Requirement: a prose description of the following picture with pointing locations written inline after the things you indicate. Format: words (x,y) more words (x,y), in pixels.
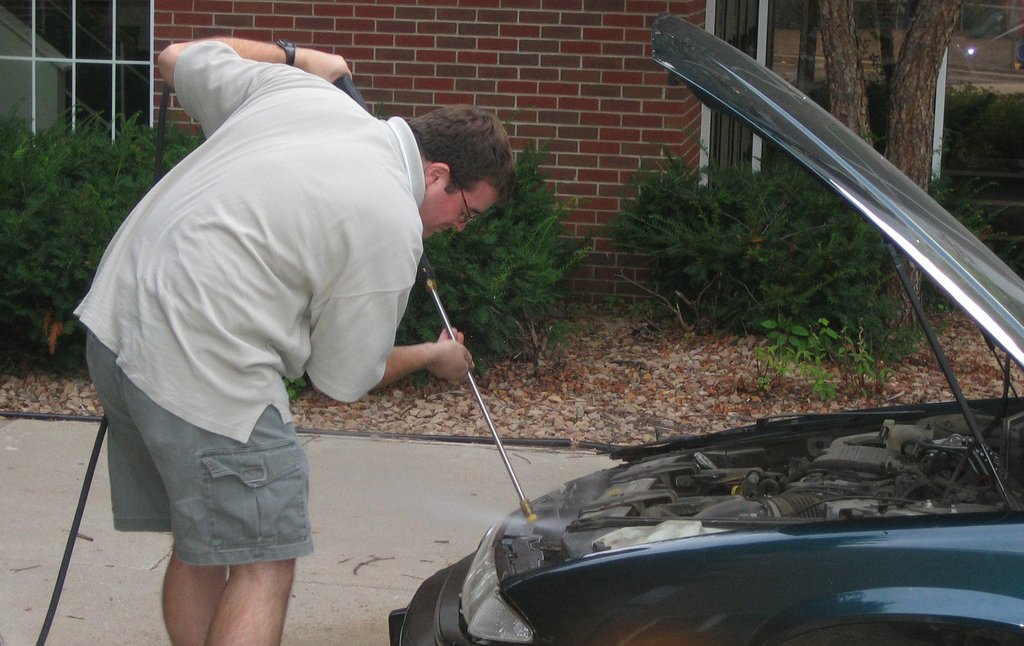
On the left side (265,366), there is a person (289,207) in a t-shirt (283,218), holding a tube (437,295) and bending slightly. On the right side (894,451), there is a vehicle (894,449) on the road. In the background (714,291), there are plants (77,190), trees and stones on the ground (481,381) and there is a building (528,18) having brick wall (398,17).
